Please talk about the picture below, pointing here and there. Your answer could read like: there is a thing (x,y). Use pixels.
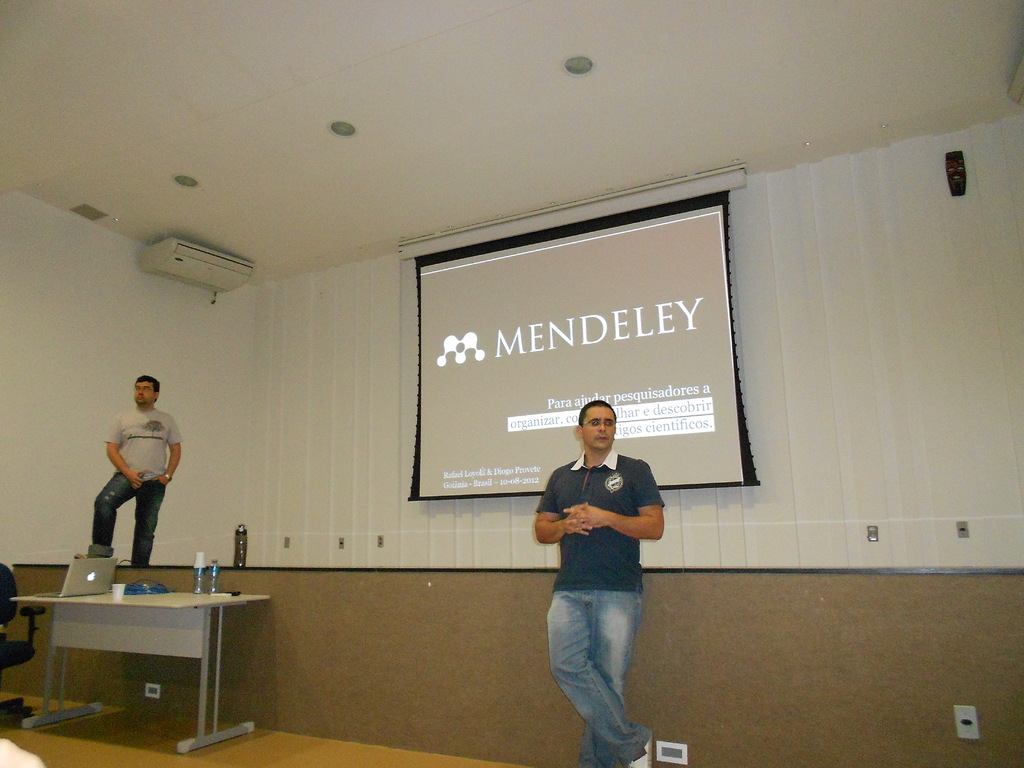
This is the picture of a room (451,638) where we have two people (578,615), table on which there is a bottle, laptop (85,583) and some other things (142,586) and behind there is a projector screen (687,231) to the wall (326,448) and a air conditioner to the wall (258,357).
